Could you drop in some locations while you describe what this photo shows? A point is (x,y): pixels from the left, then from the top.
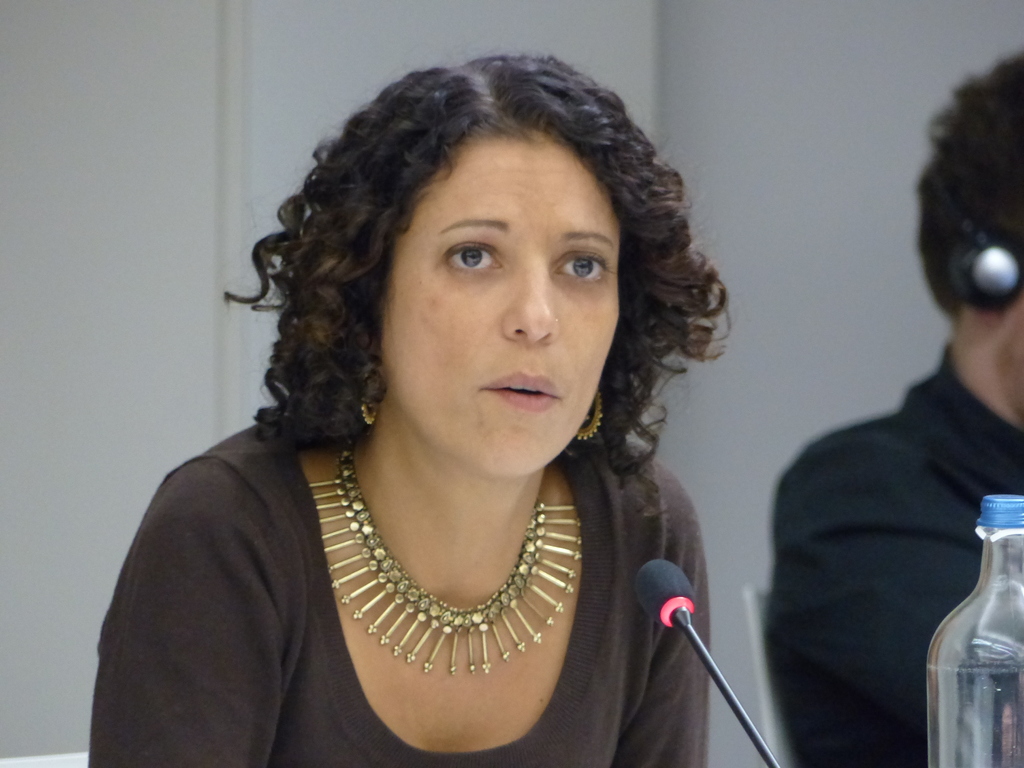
As we can see in the image, there is a woman (498,425) talking on mike (672,581). On the right side (880,469) there is a man (975,415) and a bottle (990,587).
